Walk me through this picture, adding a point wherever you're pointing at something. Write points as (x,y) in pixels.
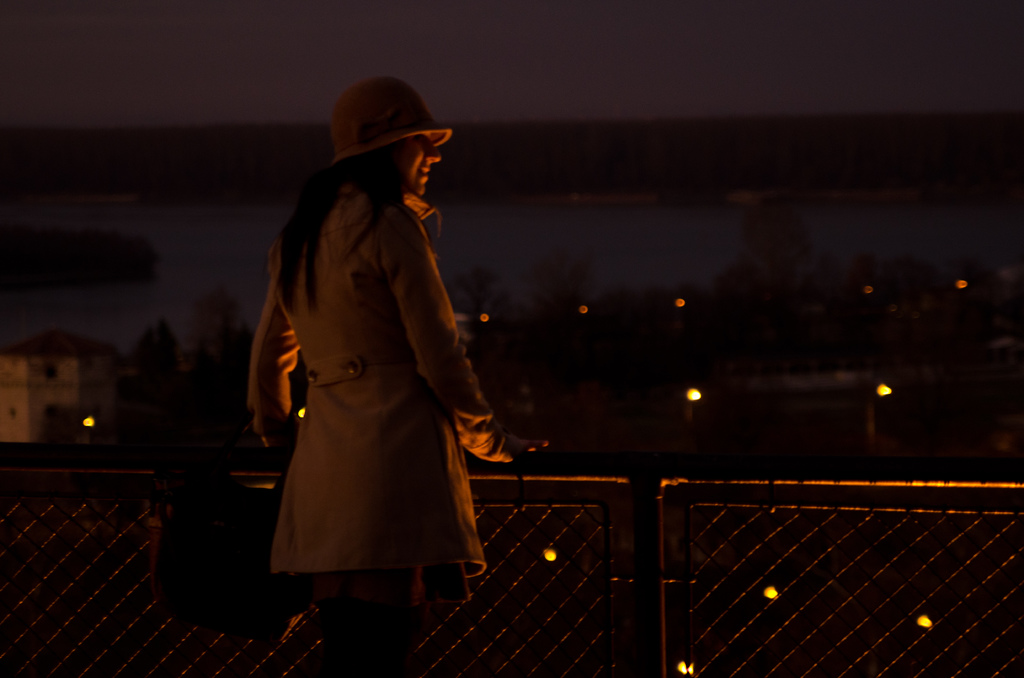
In this image we can see a woman (384,570) wearing a hat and standing, there are some buildings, trees (568,332), lights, water (1001,226) and fence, in the background (552,102), we can see the sky (713,109).
